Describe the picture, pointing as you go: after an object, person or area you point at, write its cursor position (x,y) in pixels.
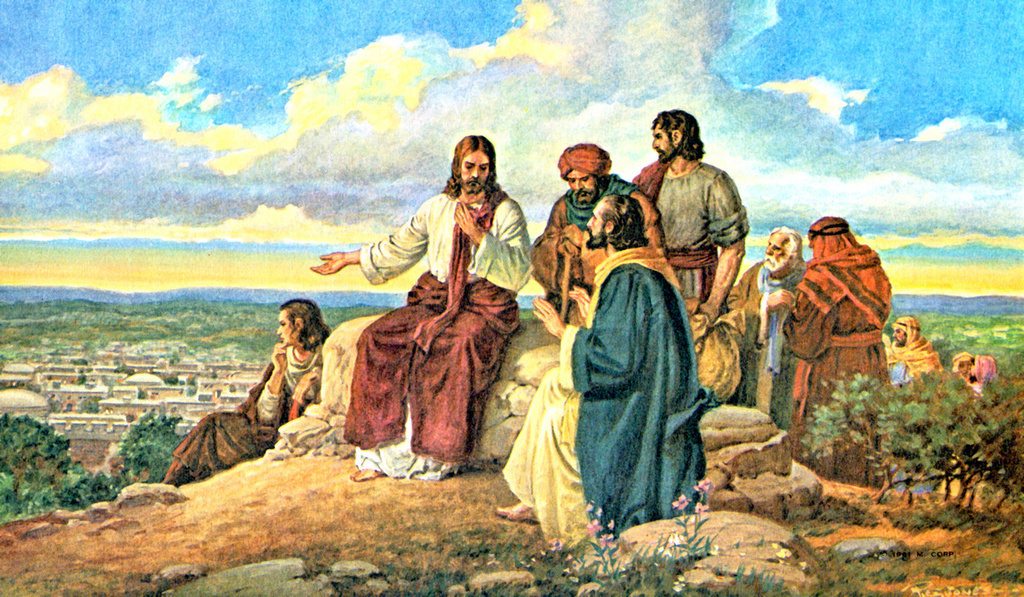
This is a painting. In this image, we can see a man (491,360) sitting on the rock (520,380). In the background (844,297), we can see group of people (751,304) standing, houses (52,405), trees (12,444), plants (912,451), mountains (29,296). At the top (612,10), we can see a sky (707,99), at the bottom (675,567), we can see a plant (599,535) with some flowers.
